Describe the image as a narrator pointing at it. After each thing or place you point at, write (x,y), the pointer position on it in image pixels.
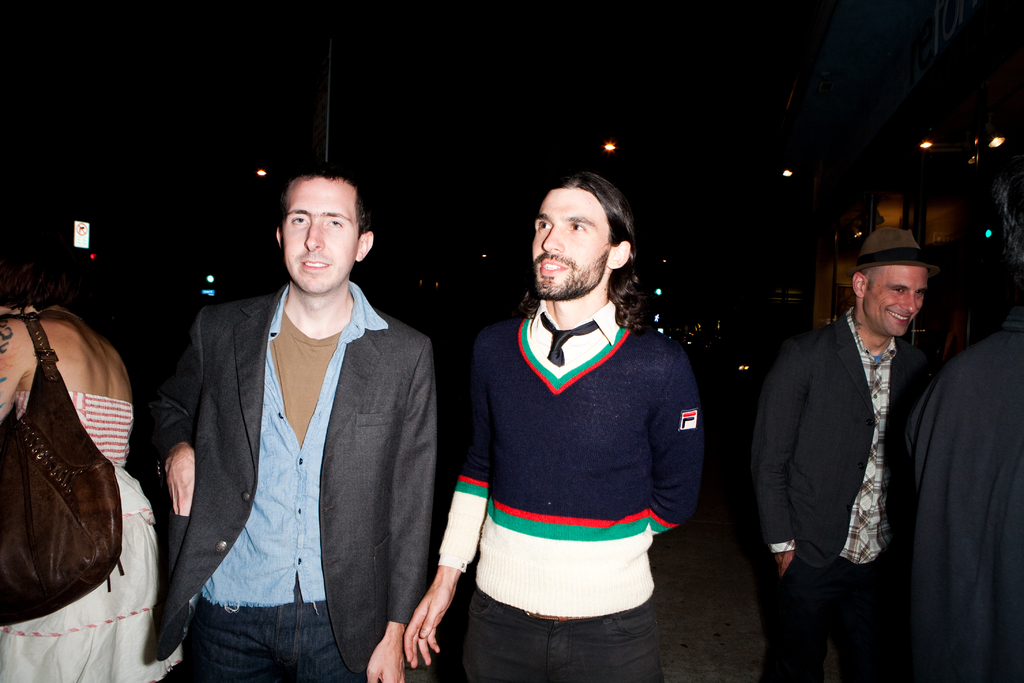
In this image i can see a few people (619,404) and one person (871,268) wearing a hat (908,266), there are few lights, on the right (881,96) i can see one object (935,88).
